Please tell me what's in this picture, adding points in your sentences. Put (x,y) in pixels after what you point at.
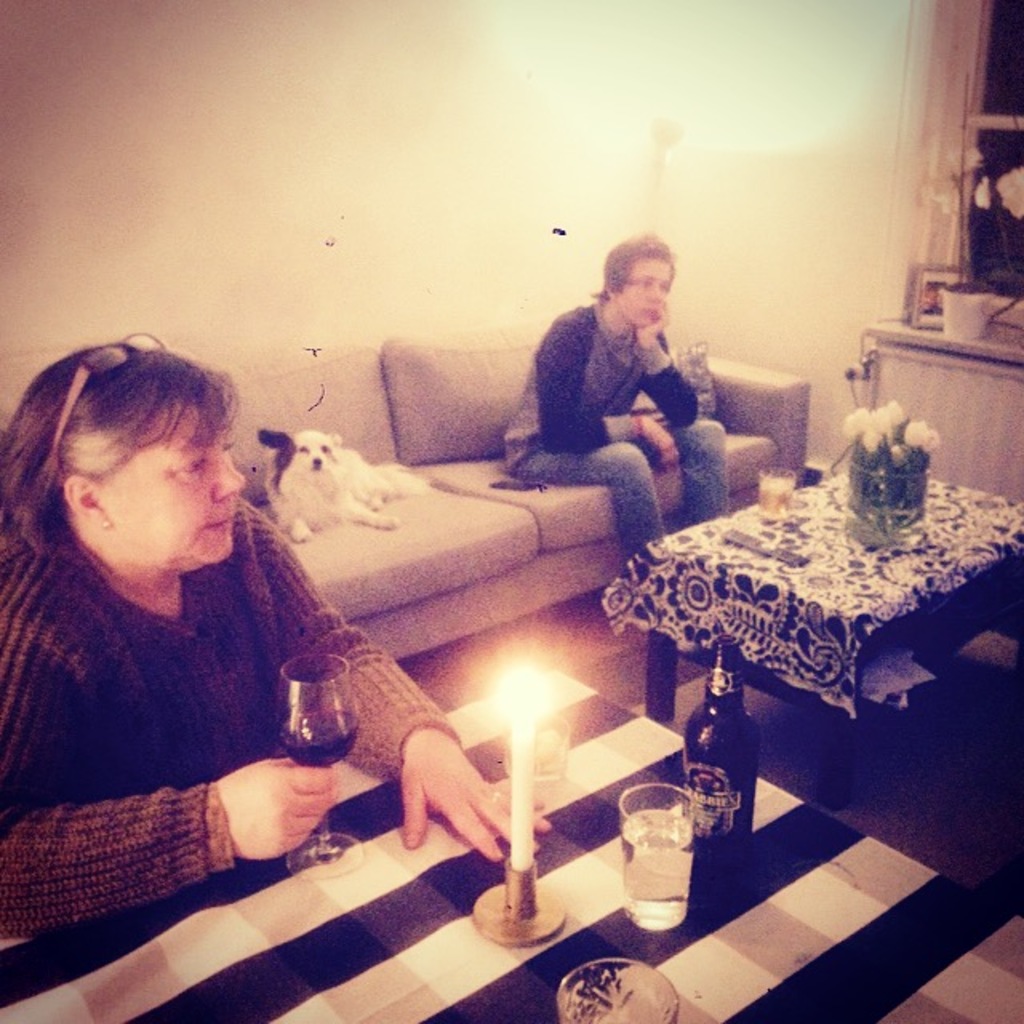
There is a woman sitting on the left side (202,788) and she is holding a glass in her right hand (246,771). This is a table (815,941) where a bottle of beer (738,837) and a glass of water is kept on it. There is a boy (520,455) sitting on a sofa (599,560) on the top right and there is a dog (283,468) on a sofa (336,431) as well.
